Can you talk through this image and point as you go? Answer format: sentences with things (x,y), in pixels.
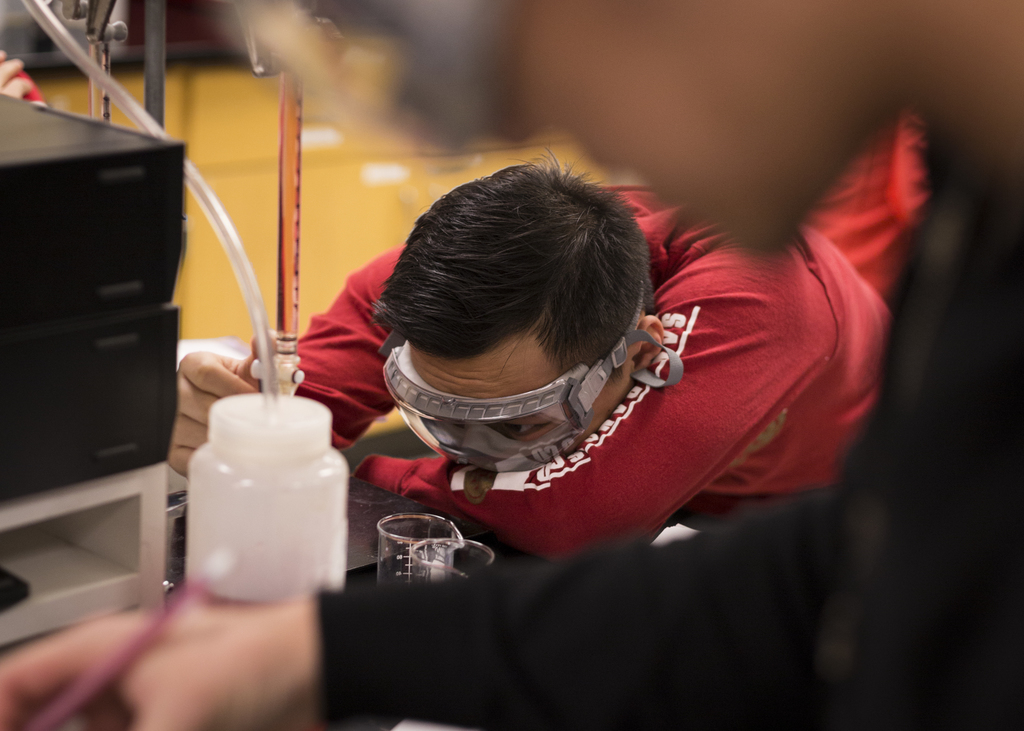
In this picture we can see few people (660,329), in the middle of the image (660,329) we can see a man (587,377), he wore spectacles (497,403), in front of him we can find few glasses (439,524) and few chemical lab things (278,525) on the table (350,502).
